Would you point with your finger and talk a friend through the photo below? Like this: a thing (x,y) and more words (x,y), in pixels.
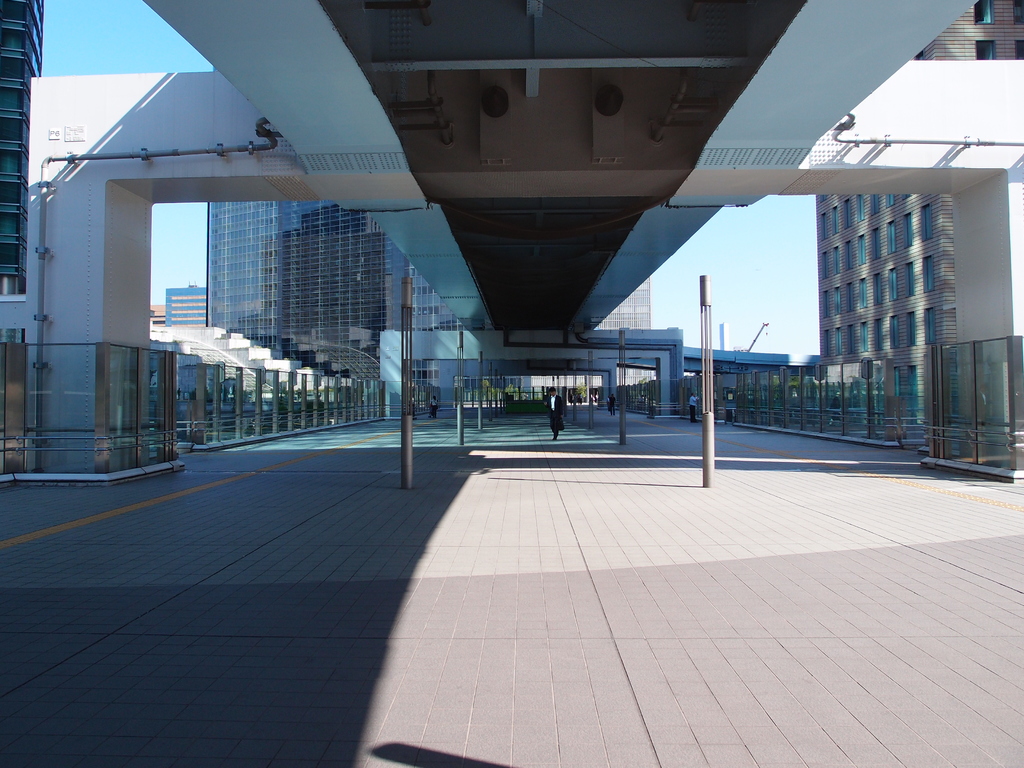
In this image we can see a person (555,410) is walking on the road (427,602). Here we can see poles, glass walls (667,405), pillars (1010,135), glass buildings (299,315) and the sky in the background (699,324).
